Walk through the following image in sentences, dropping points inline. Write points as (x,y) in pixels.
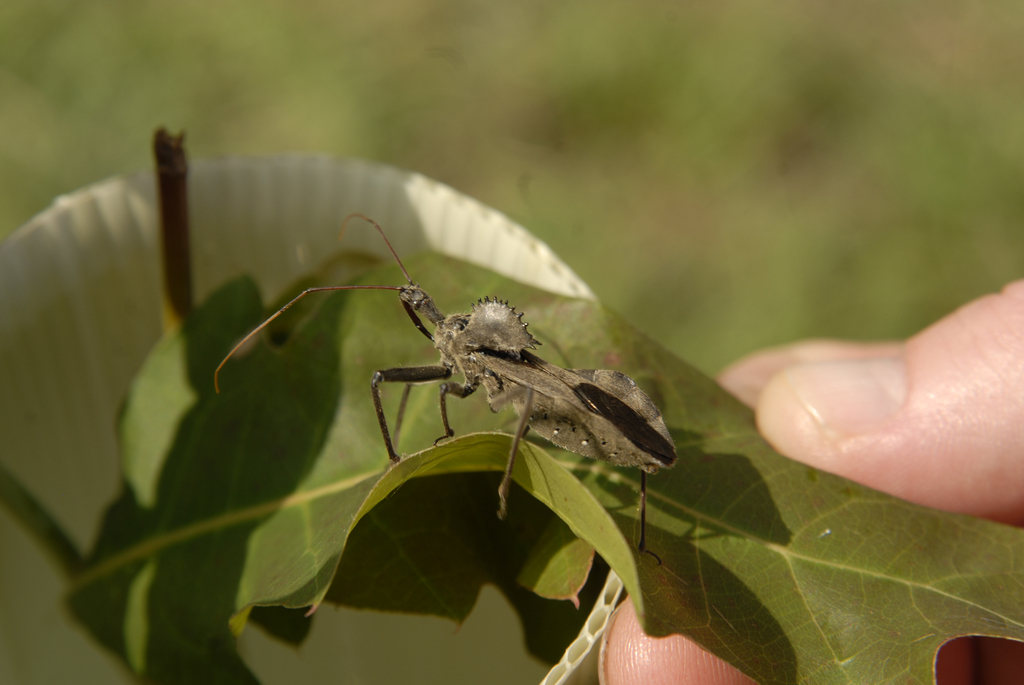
In this image, we can see an insect (604,443) on the leaf (356,521). On the right side (939,402), we can see human fingers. Here we can see a white color object (118,683). Background (768,197) there is a blur view.
